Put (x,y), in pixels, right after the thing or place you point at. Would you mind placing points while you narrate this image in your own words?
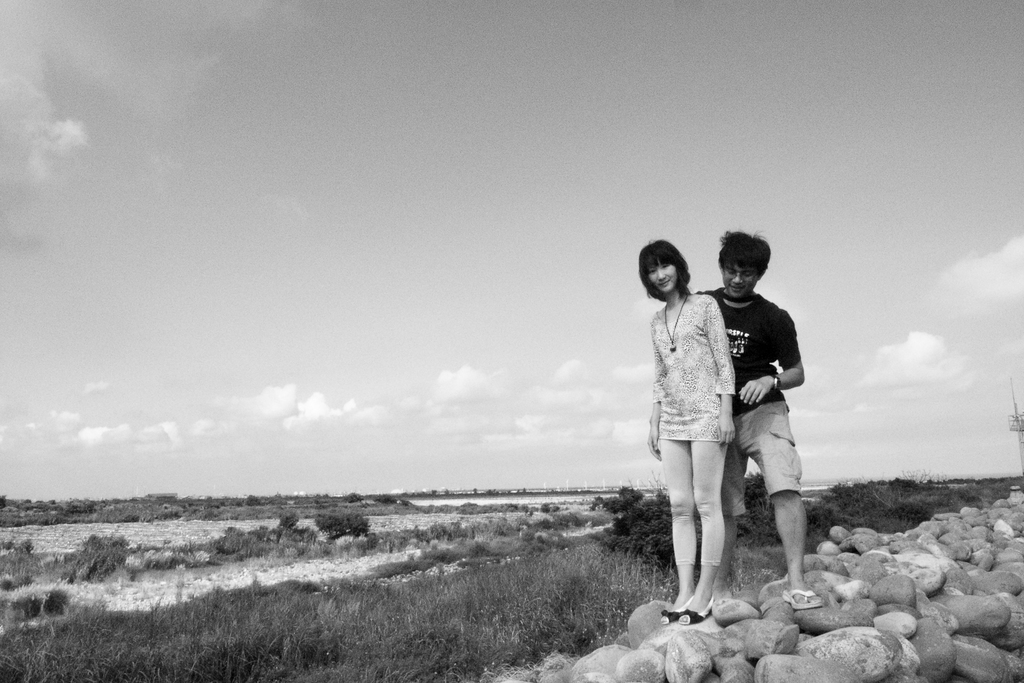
In the foreground (301,661) we can see some stones (922,576), and plants (185,664). In the middle (675,413) we can see a girl (719,430) and boy (754,413), girl (727,425) is standing in front of the boy (769,408), the boy (764,408) is wearing black shirt (770,368) and short (753,456) and both are standing on the rocks (854,618). On the top of the image (630,194) we have sky (418,84) and clouds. The complete image was in black and white filter.
